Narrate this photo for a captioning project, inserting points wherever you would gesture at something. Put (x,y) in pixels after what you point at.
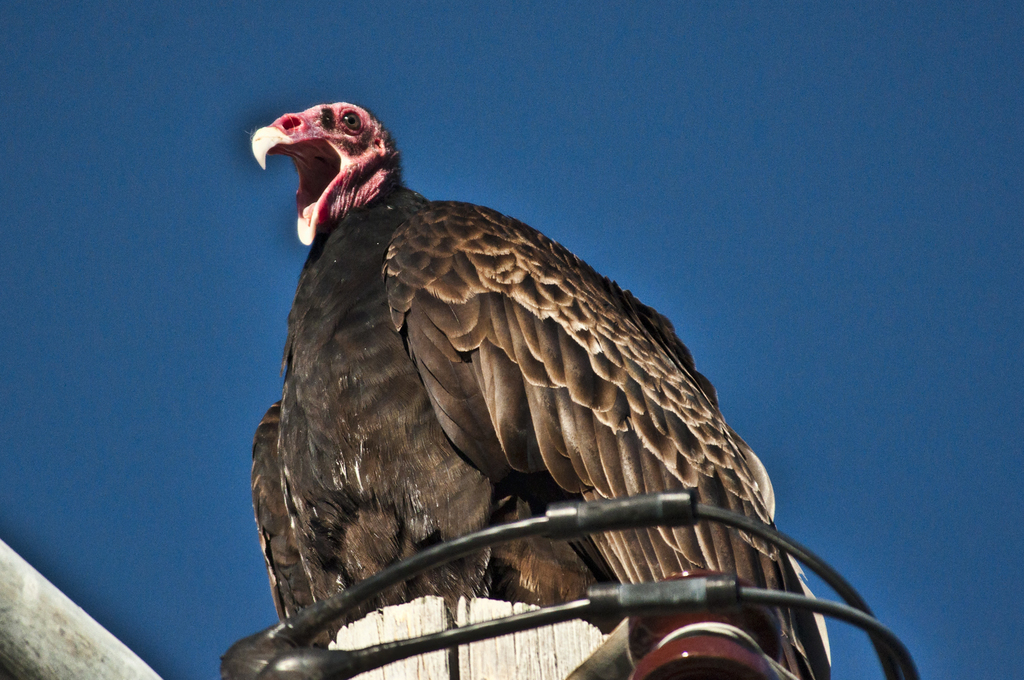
In this image there is a vulture (517,546) standing on the wooden pole (504,608). At the top (845,201) there is the sky (842,187).
